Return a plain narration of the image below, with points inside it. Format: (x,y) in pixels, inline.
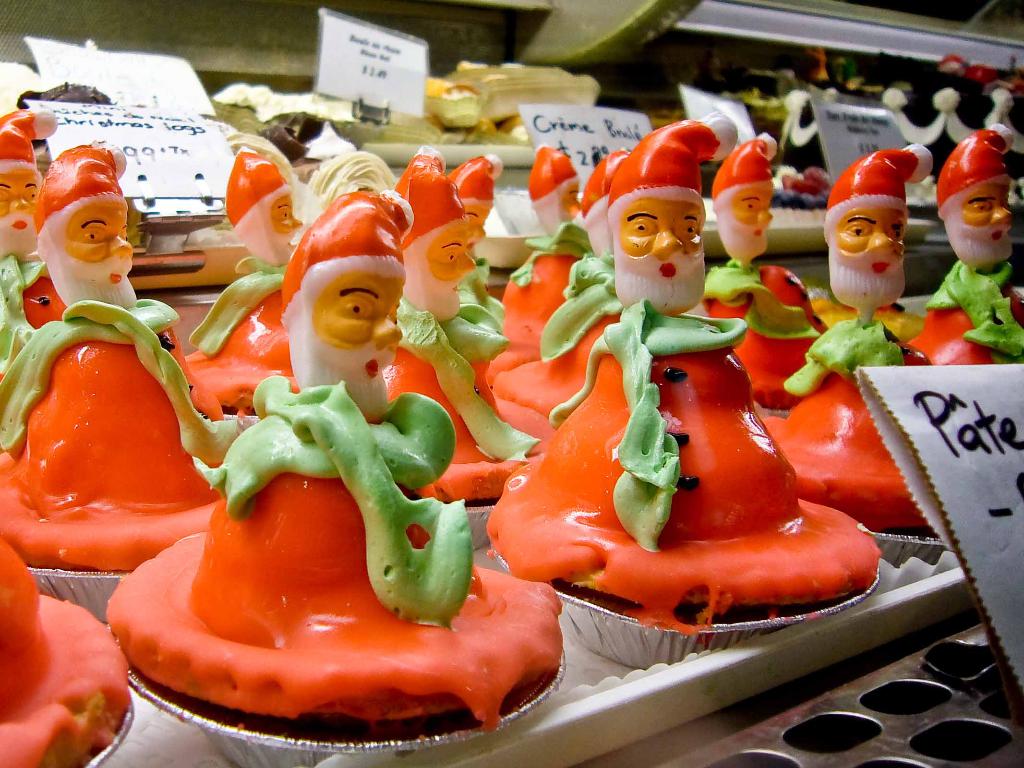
In this image I can see few silver colored bowls (359,737) on white colored trays (664,716) and on the bowls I can see few food items (377,543) which are green, orange, white and cream in color. I can see few white colored boards (167,122) and few words (363,71) written on them. In the background (512,72) I can see few other objects (766,58).
